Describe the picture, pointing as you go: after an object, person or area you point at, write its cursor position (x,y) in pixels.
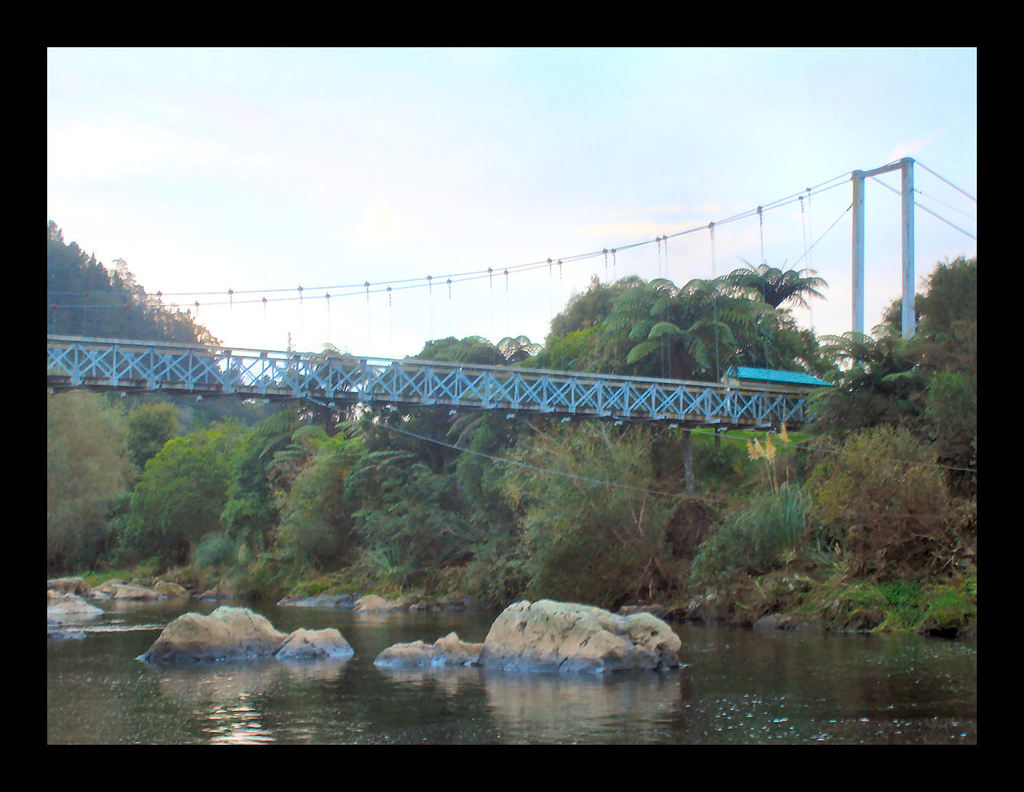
This image consists of a bridge (74,337) in the middle (382,376). There are trees (539,429) in the middle (476,431). There is water (517,717) at the bottom (427,722). There is sky (532,160) at the top (406,211).
